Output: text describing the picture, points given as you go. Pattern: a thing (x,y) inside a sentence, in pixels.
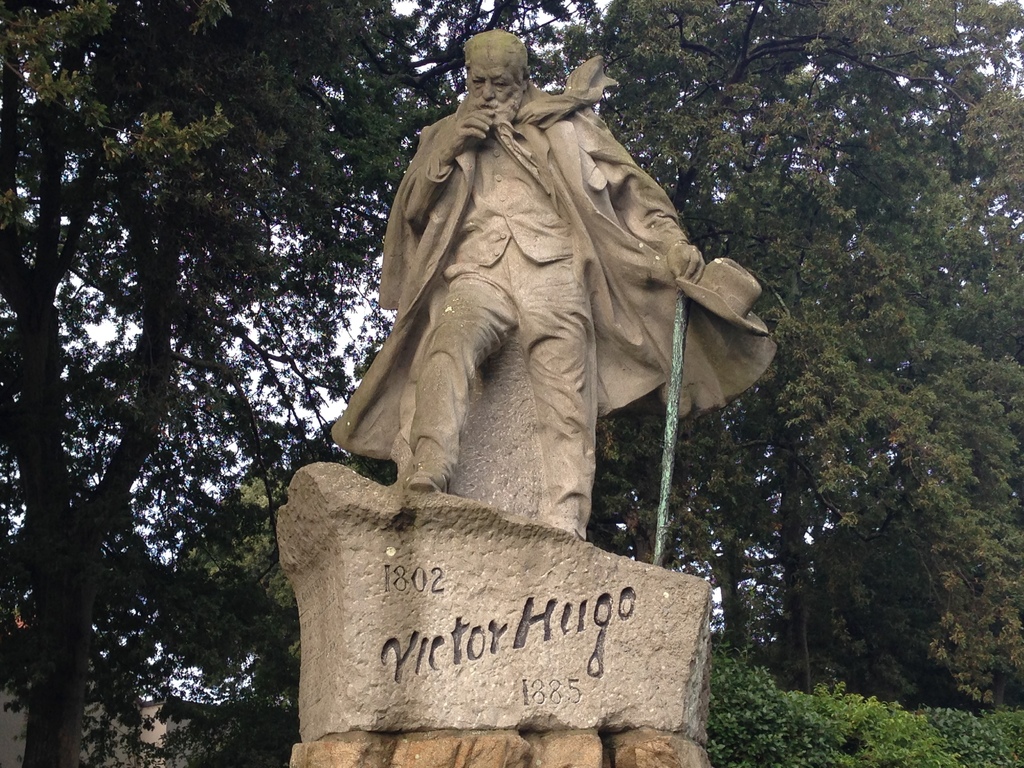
In this image we can see statue (489,471), pedestal (439,599), trees (201,418) and sky (218,487).
